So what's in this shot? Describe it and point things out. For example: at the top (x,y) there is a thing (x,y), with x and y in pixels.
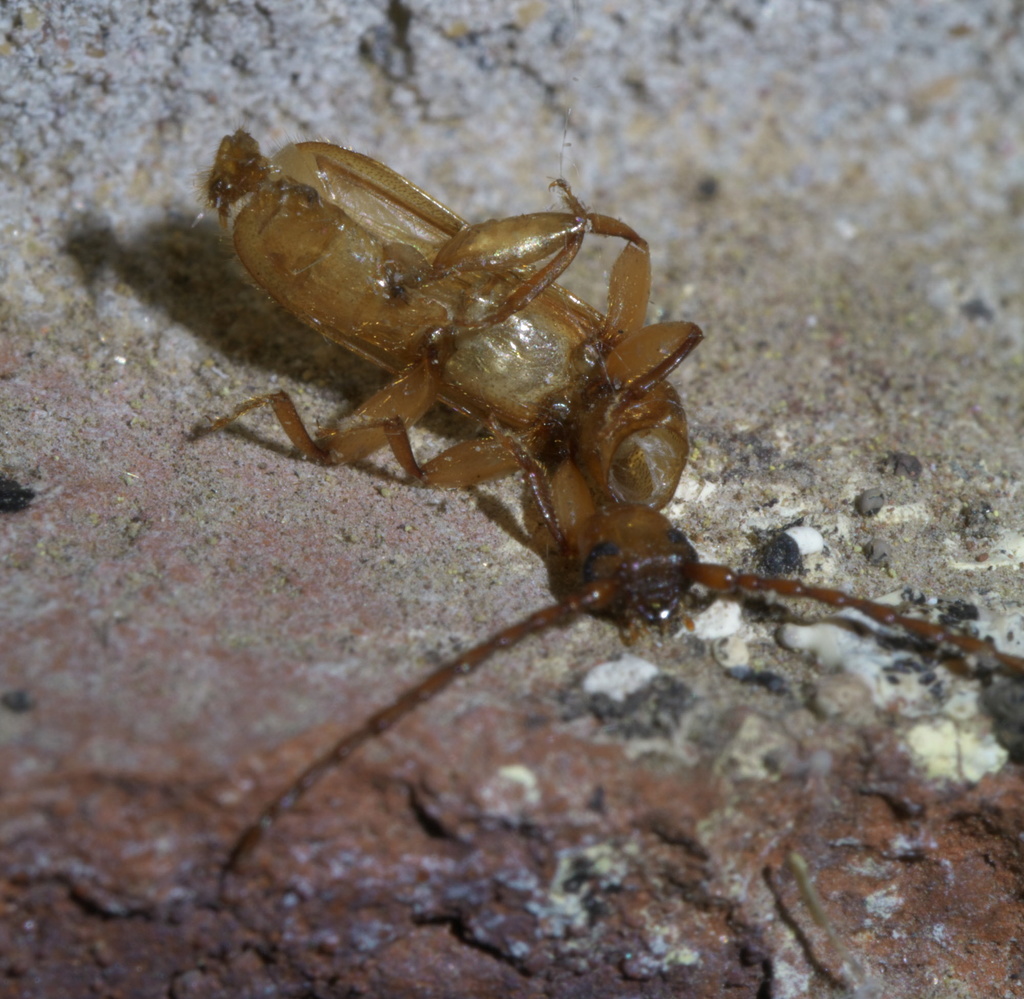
In this picture I can see an insect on the rock (331,118).
